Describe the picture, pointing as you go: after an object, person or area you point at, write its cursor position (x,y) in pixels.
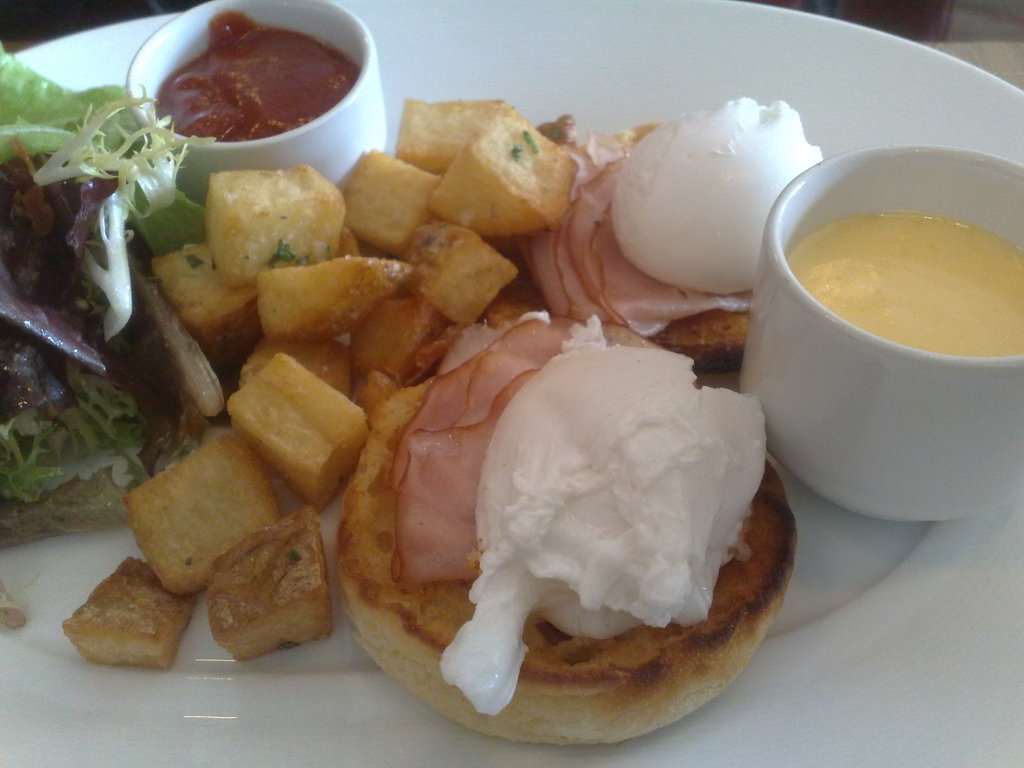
This is the picture of a plate (982,536) in which there are two bowls (154,63) which has some creams (1016,335) and also we can see some other food items (412,407) in the plate (48,630).
